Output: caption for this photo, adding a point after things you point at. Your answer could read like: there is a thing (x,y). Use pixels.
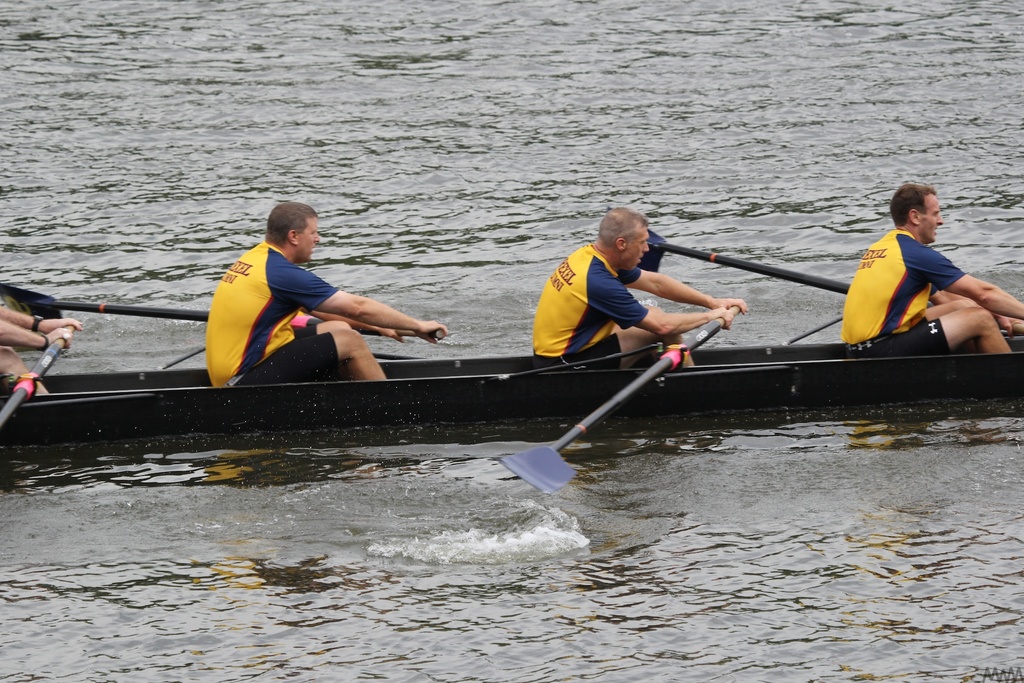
In the center of the image (542,313) there are people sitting in boat (67,438). At the bottom of the image (487,561) there is water (614,559).
